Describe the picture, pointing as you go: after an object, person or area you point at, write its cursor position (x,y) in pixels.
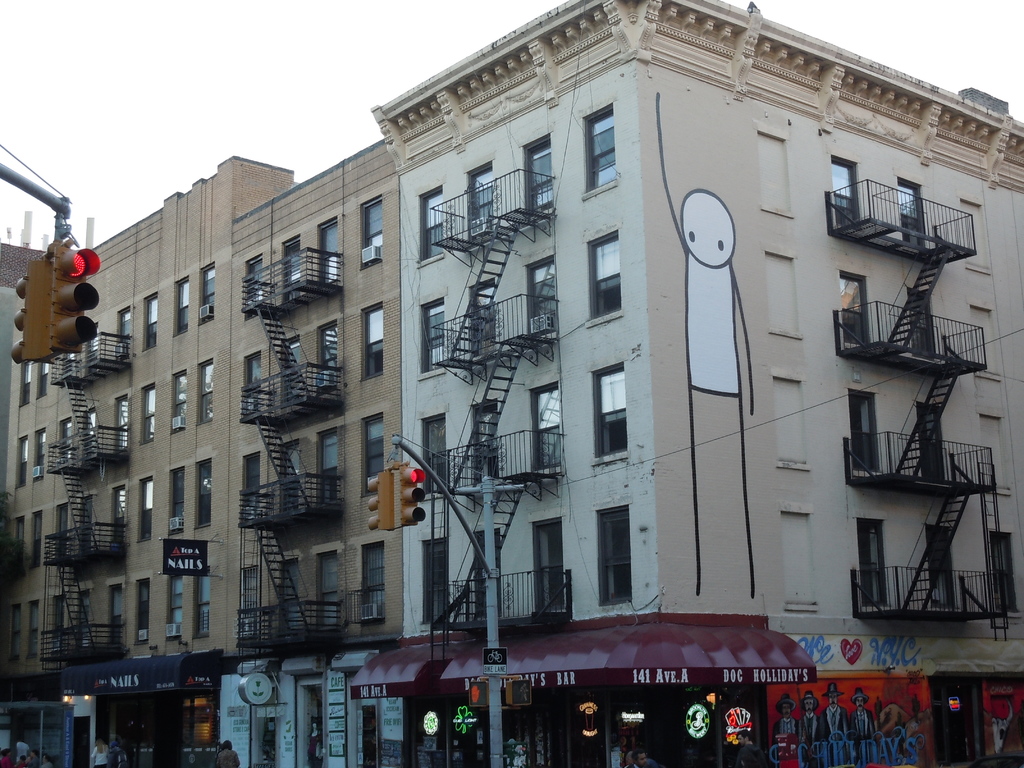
In the image I can see a building (698,441) to which there are some staircase (879,480), windows (698,701) and a painting (735,375) and also we can see some boards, poles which has some street lights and some other things (179,661) round.
